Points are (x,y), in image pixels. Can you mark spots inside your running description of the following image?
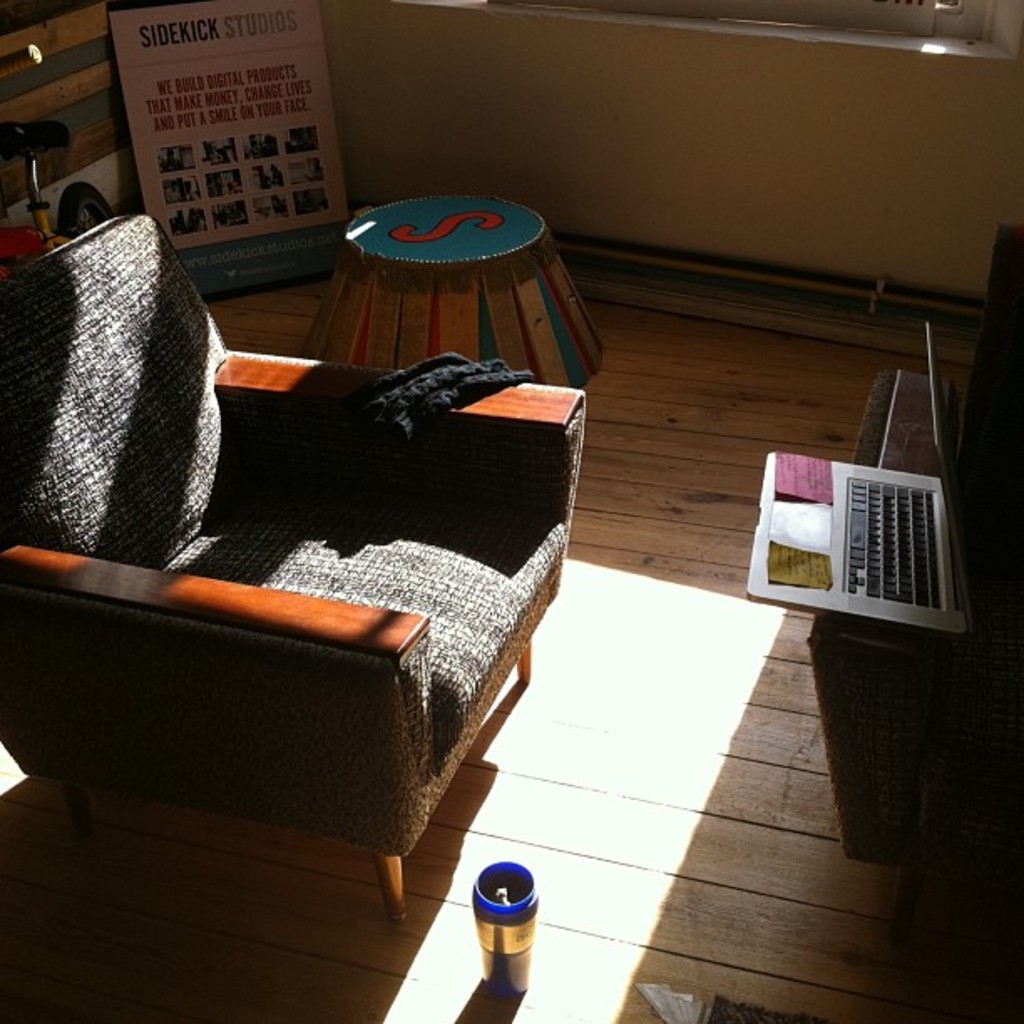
There is a chair (470,541), laptop (874,553) on chair arm (907,438) and bicycle (74,198) in a room (804,80).
